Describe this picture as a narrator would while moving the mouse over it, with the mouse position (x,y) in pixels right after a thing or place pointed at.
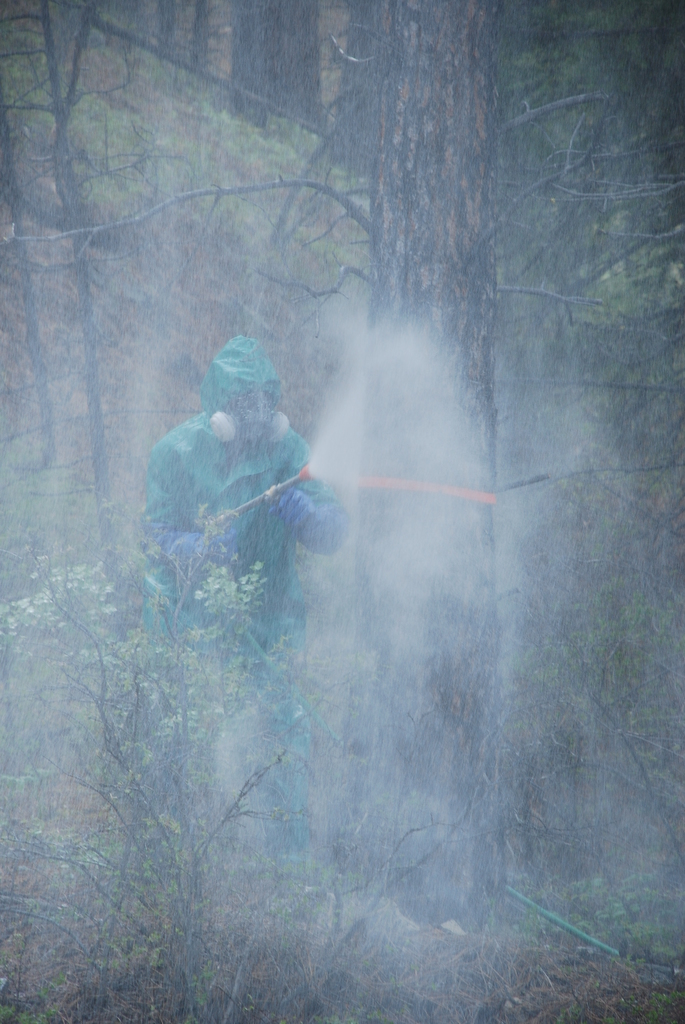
In this image there are trees (368,71), there are tree trunks (381,72) towards the top of the image (381,122), there is a man (249,629) holding an object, there is water (425,420) sprinkling, there are plants (152,787) towards the bottom of the image (335,864).
